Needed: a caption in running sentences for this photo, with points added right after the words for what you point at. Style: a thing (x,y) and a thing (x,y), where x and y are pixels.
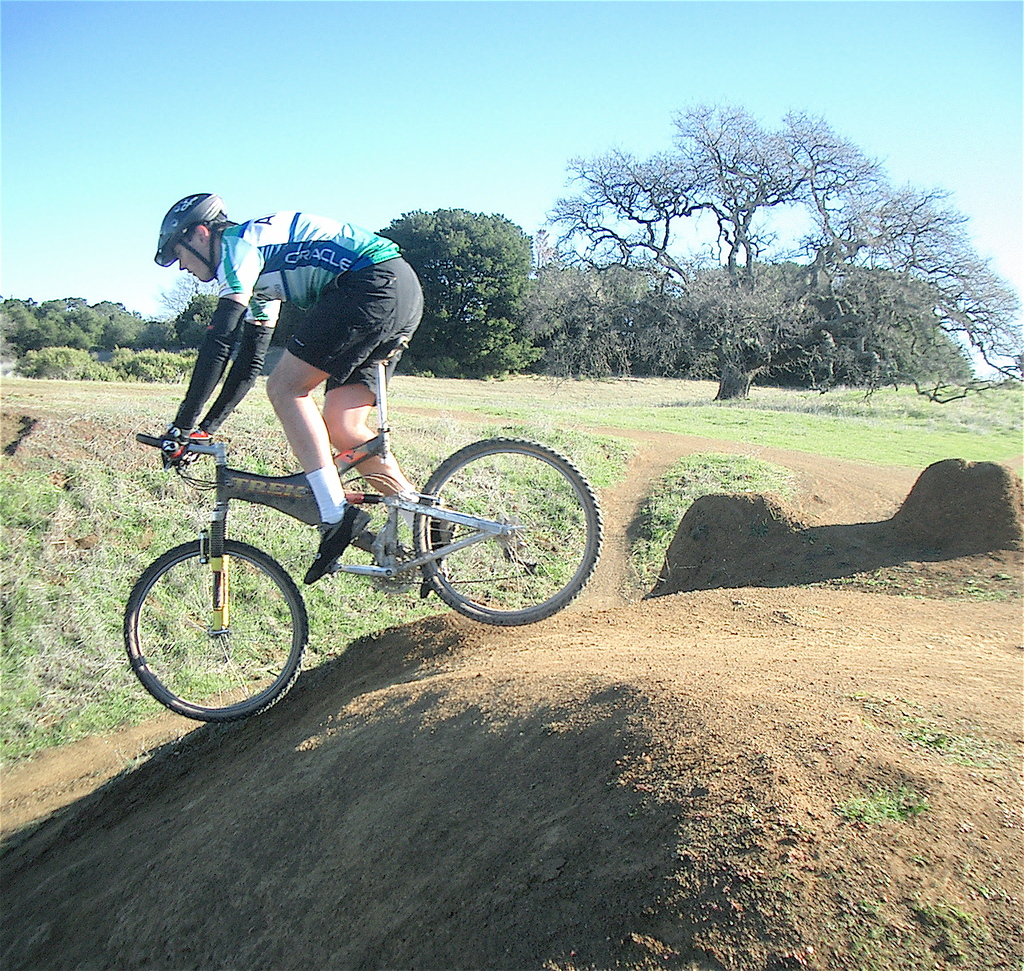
In this image there is a man (312,446) riding a bicycle (433,570) in the center (366,518). In the background (249,422) there is grass (687,414) on the ground (146,418) and there are trees (619,304).
